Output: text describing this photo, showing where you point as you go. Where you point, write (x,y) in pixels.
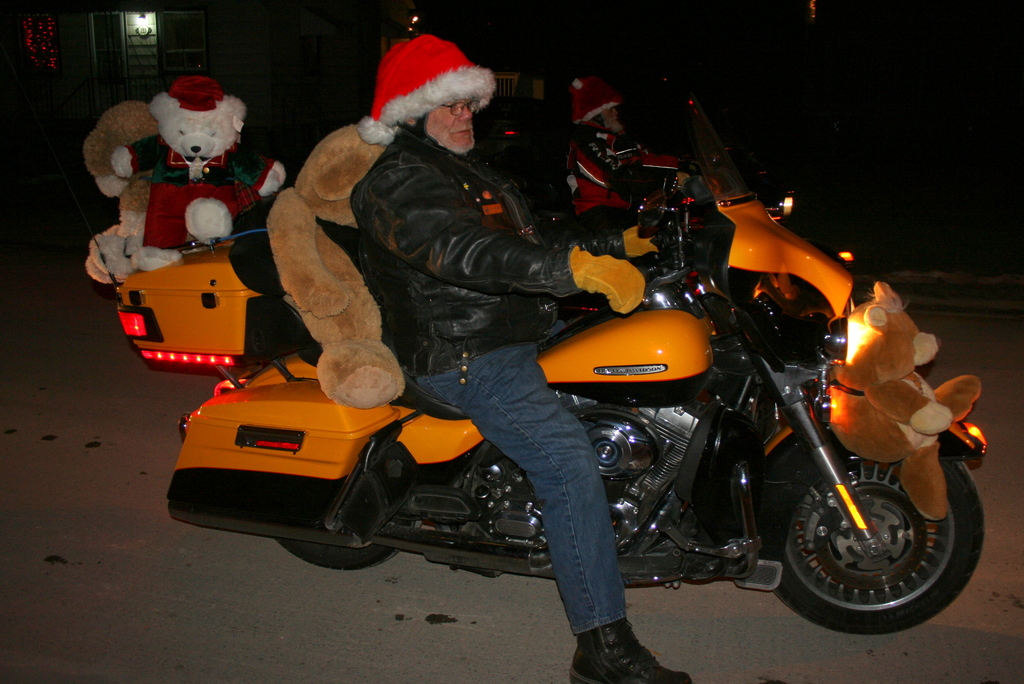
In this image I can see two people (445,174) are on their bikes (715,158). Here in the background (180,88) I can see a soft toy (233,181).
